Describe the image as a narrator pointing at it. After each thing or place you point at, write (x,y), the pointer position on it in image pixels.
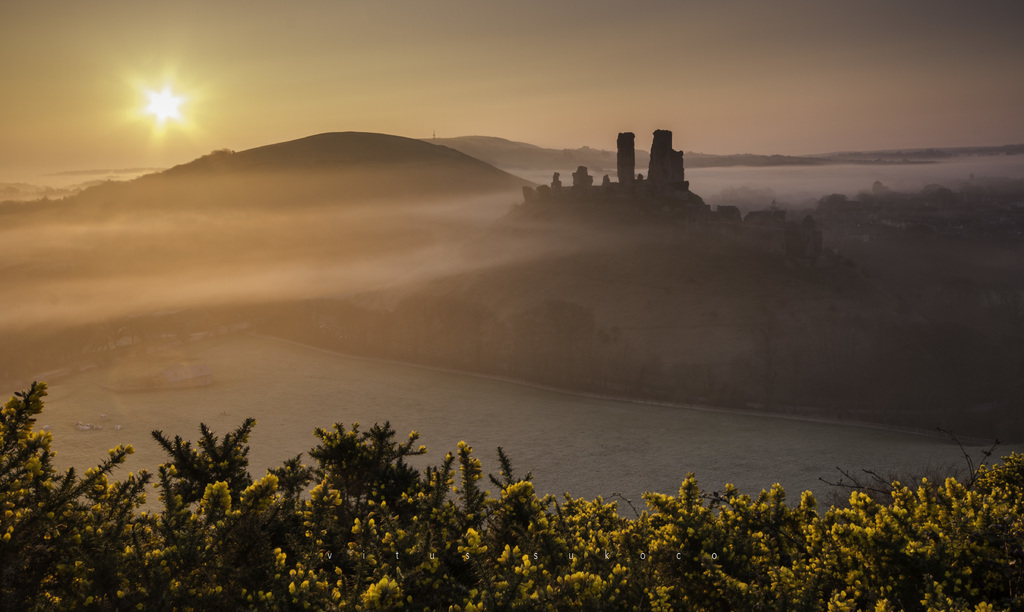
This image is clicked outside. At the bottom (582,578), we can see many plants (585,536) along with yellow flowers (842,515). In the middle (400,408), there is a field (520,428). In the background (878,278), there are mountains (95,206). At the top (150,79), there is sky (212,9). And we can see the sun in the sky (57,112).
